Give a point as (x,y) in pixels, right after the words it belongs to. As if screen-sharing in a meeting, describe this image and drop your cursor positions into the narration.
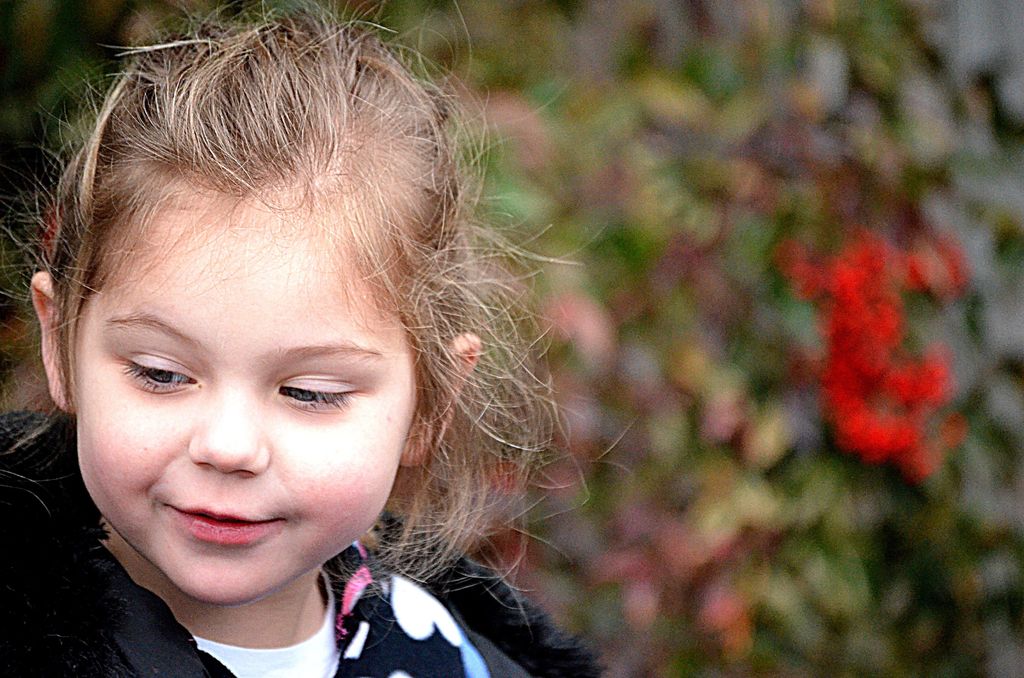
In this image in the foreground (303,447) there is one girl (335,341), and in the background (711,154) there are some plants (745,309) and flowers (882,458).
